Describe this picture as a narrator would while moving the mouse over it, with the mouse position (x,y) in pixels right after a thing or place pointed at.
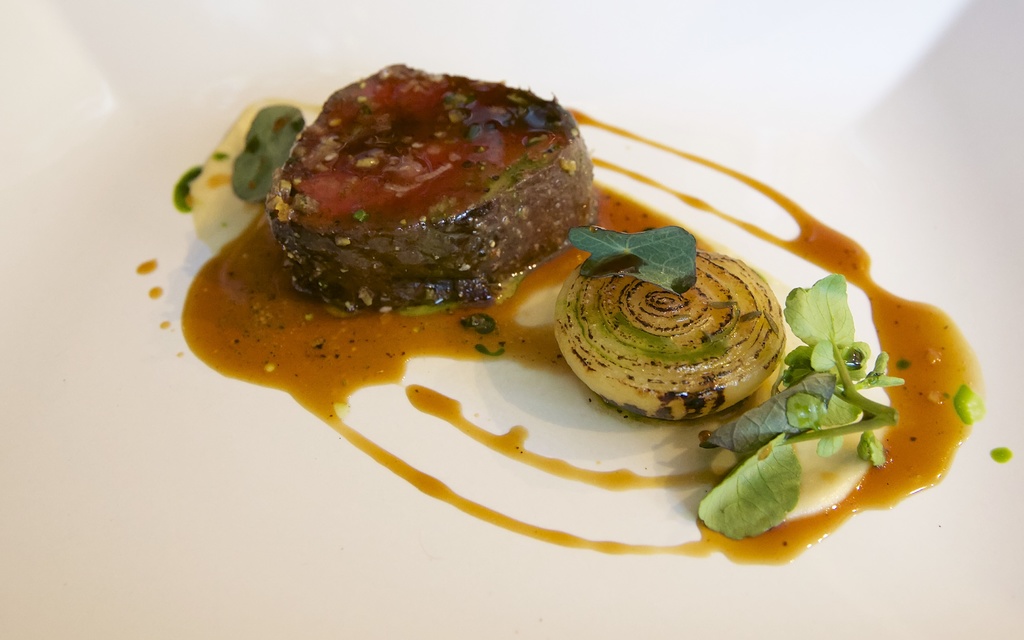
In this picture we can see some food (312,218) on a white surface (251,414).
